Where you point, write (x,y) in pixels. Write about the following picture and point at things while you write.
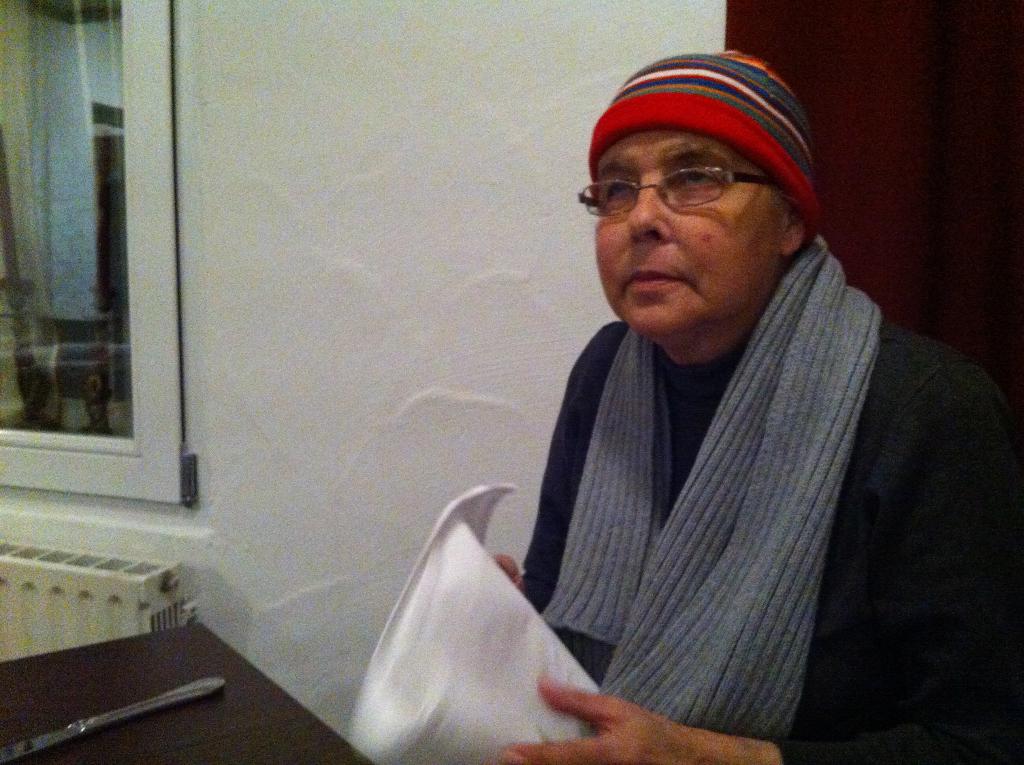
In this image we can see a person (787,149) sitting and holding an object (417,593), in front of him we can see a table (125,734) with a knife (123,714) on it, in the background (315,176) we can see the wall (31,526) and a window (83,108).
